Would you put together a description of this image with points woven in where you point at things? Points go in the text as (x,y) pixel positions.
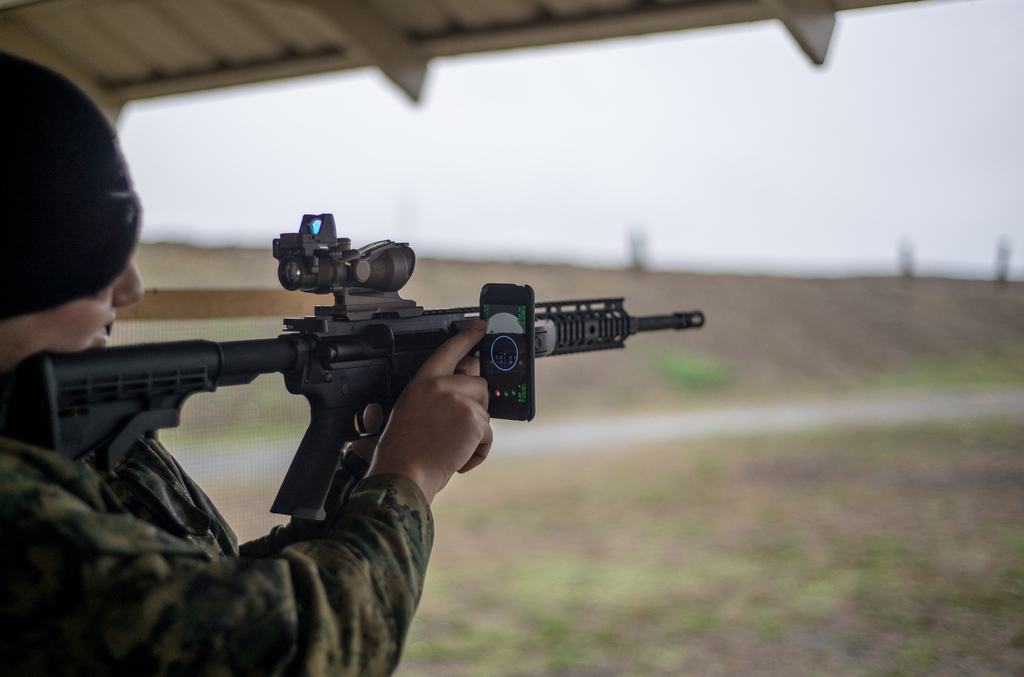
In the foreground of this picture (376,342), there is a man (89,166) holding a gun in his hand (441,376) and operating a mobile phone (517,367). On the top (218,57), there is a shed (421,54). In the background (748,429), there is a grass (878,444), road (770,413), poles (907,262) and the sky (826,109).
